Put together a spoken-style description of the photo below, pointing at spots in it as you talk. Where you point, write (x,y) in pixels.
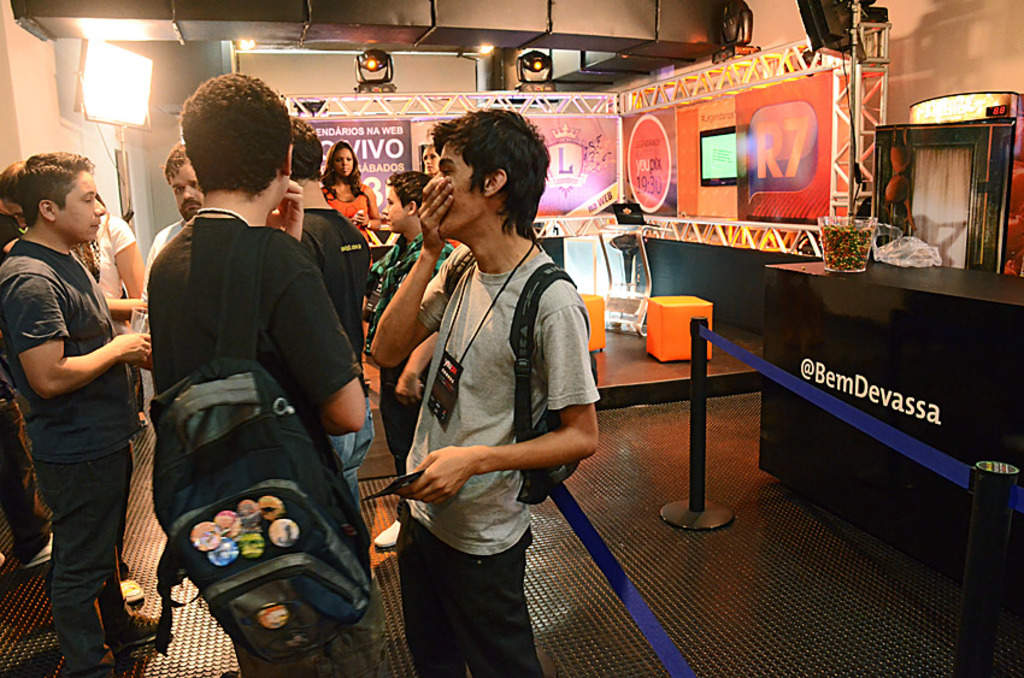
This picture is clicked inside the room (553,542). On the left (159,254) we can see the group of person (172,240) standing on the ground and we can see the backpacks (270,438) and some other objects (595,305). On the right (865,228) we can see there are some objects (836,239) placed on the top of the table (1008,293) and we can see the metal rods (699,473) and some objects (650,339) placed on the ground (673,411). In the background (632,155) we can see the focusing lights (103,76), wall (281,82), metal rods (687,95) and the text (400,134) and pictures (659,129) on the banners (641,157) and many other objects (646,276).
